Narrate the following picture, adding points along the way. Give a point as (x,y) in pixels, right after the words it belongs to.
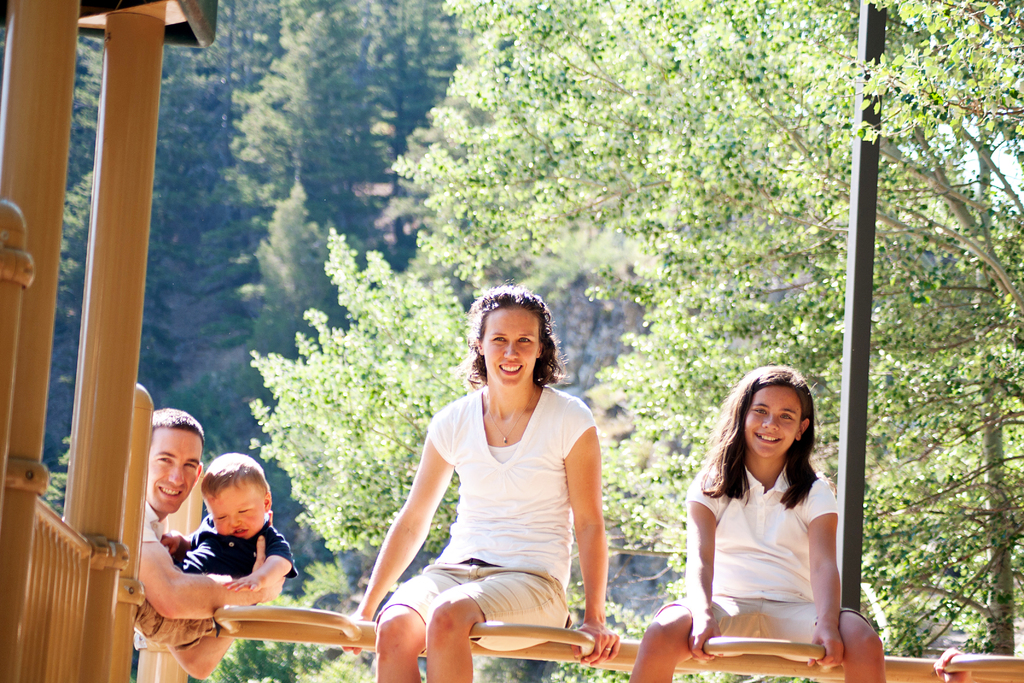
In this image we can see a few people (413,485), two of them are sitting on the wooden surface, there are wooden pillars (79,477), fence (57,568), pole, trees (743,351), also we can see the sky (1004,162).
